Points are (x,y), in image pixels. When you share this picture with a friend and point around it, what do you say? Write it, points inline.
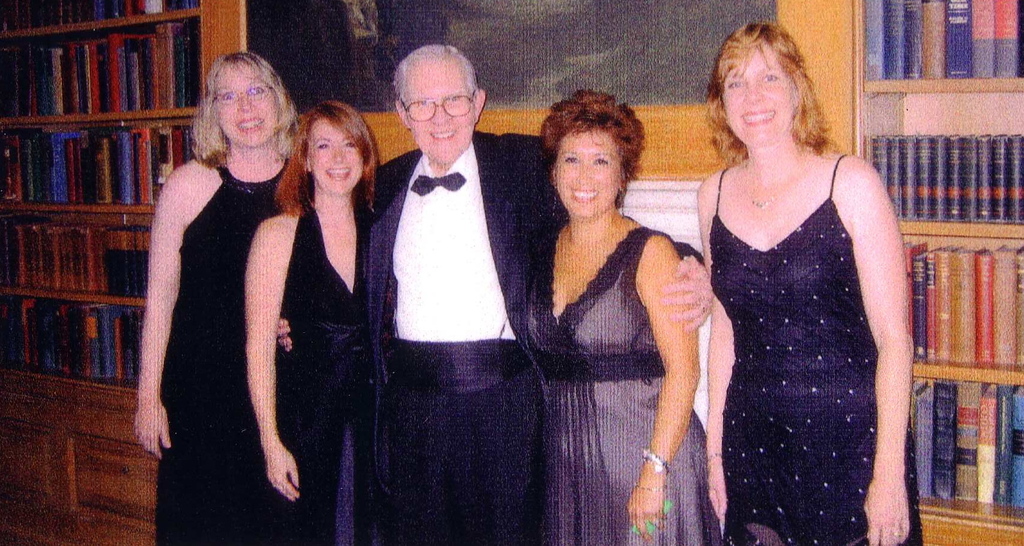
In this image I can see in the middle (490,302) an old man (455,335) is standing, he is wearing, black color coat (514,278), trouser (497,400). Around him four women (543,293) are standing and smiling, there are books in the racks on either side of an image.
